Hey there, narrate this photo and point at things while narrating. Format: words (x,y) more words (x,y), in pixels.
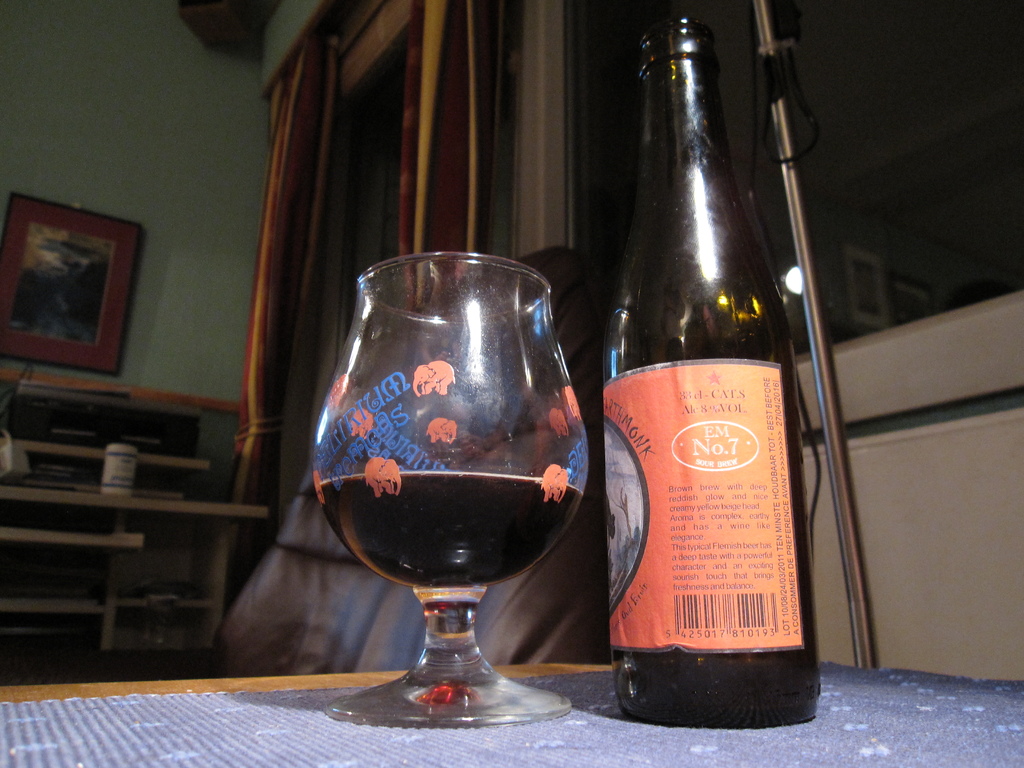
This picture shows a bottle (619,568) and glass (419,473) on the table (213,700). We see a chair (554,634) and curtains (436,184) to the window (836,325) and a photo frame (105,248) on the wall (134,189) and we see shelves (145,584) on the side.
